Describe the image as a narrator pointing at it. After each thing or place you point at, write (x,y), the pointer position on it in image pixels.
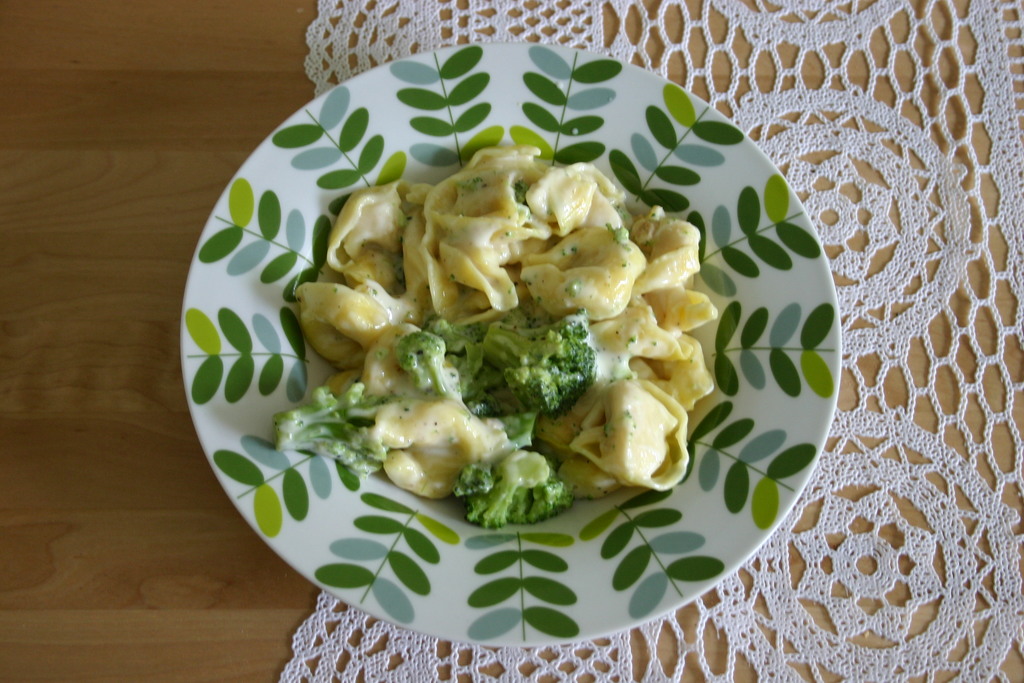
There is a broccoli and other food items (389,329) on a plate (747,390) in the foreground area of the image (445,400), it seems like a cloth (864,541) on the table (860,524).
